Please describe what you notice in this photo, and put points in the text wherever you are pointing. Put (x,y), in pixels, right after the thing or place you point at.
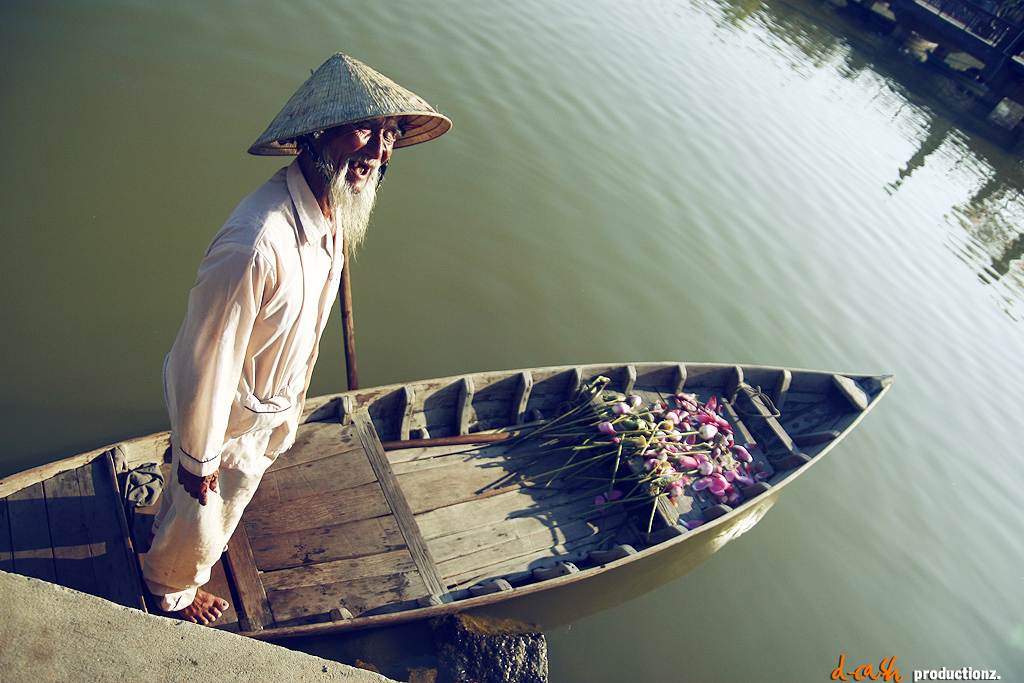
In this image, we can see a boat (484,510), there is an old man (271,290) standing in the boat (336,393), we can see water (715,219).
